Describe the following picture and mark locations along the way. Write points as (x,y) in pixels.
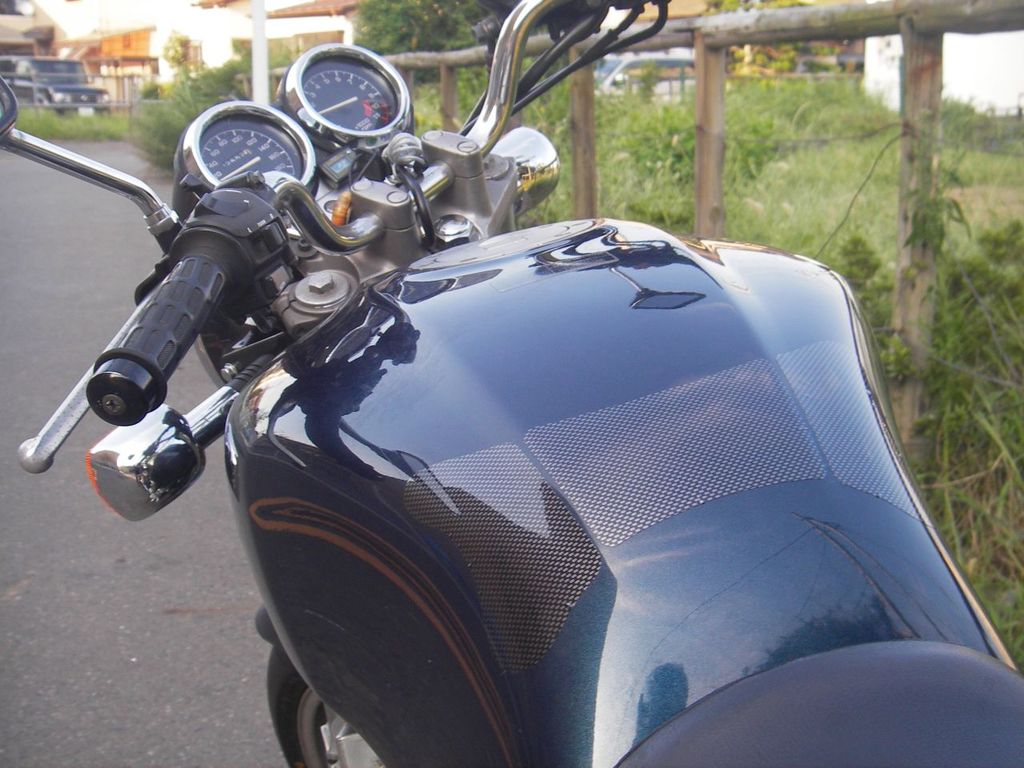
In this image I can see a motorcycle (776,529). There is a wooden fence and plants (891,236) on the right (803,229). There is a car (80,74) and buildings (50,32) at the back (96,88).
